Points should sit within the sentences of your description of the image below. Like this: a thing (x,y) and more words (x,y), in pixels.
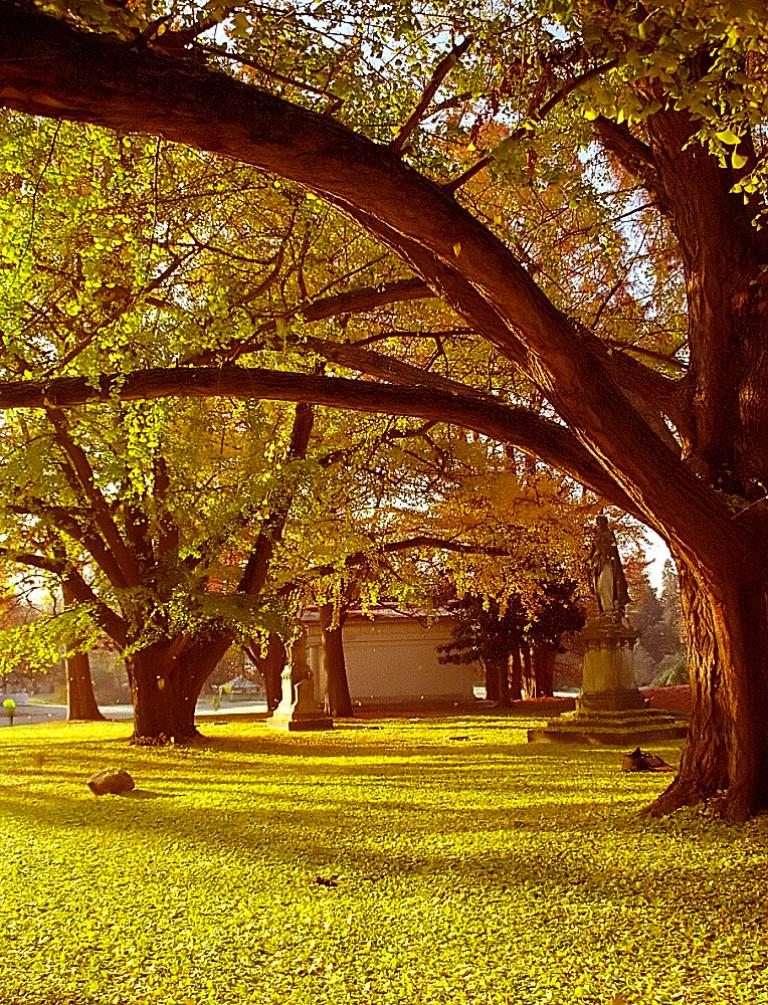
In the center of the image (468,631) we can see trees (480,663), grass (485,751), statues (599,565) and a few other objects (400,664).
